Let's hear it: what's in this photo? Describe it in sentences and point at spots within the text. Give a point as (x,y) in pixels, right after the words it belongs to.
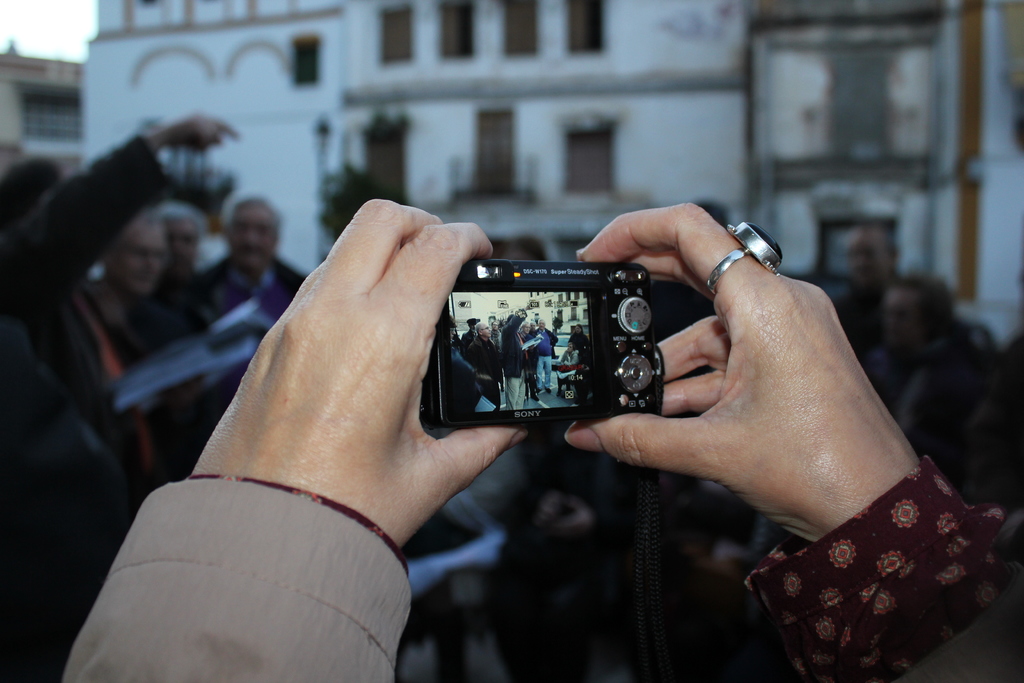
In the image we can see multiple people (193,233) in the center (424,371) the two hands (831,424) which holding the camera (598,354). coming to background (671,74) there is a building (781,74) in white color.
